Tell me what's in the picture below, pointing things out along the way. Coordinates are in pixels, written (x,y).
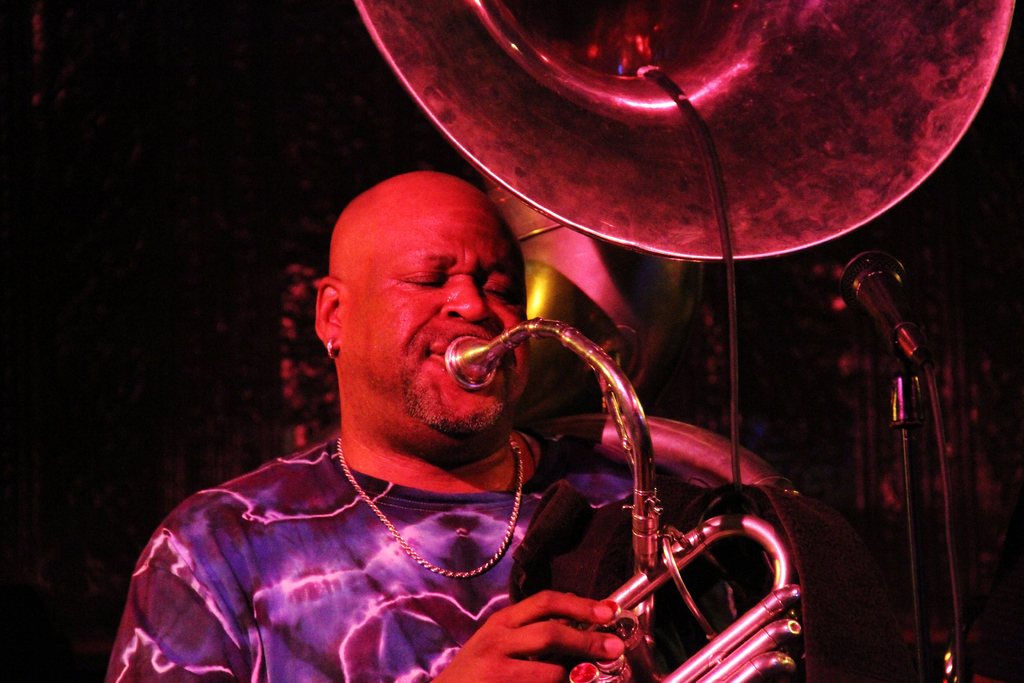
In this image person (290,650) wearing a violet shirt (369,639) is playing a tuba (467,360). At the right side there is a mike stand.
